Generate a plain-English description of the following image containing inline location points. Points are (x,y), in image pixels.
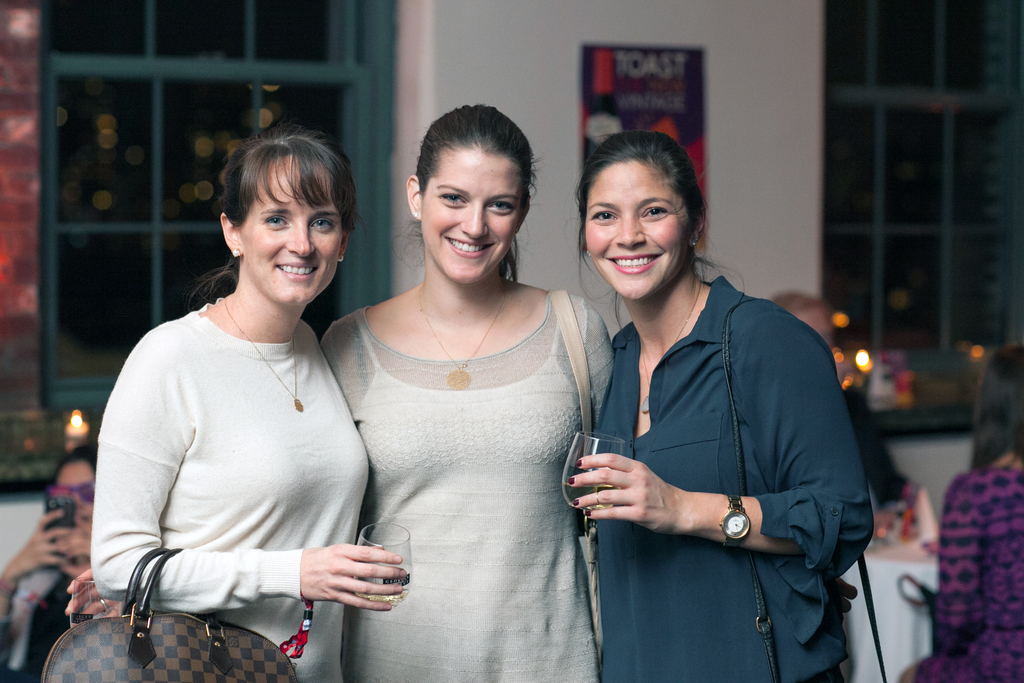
There are two women (338,455) standing and holding a glass (604,487) in their hands (391,573) and there is another woman (475,483) standing in between them and there are few other people (94,479) behind them.
